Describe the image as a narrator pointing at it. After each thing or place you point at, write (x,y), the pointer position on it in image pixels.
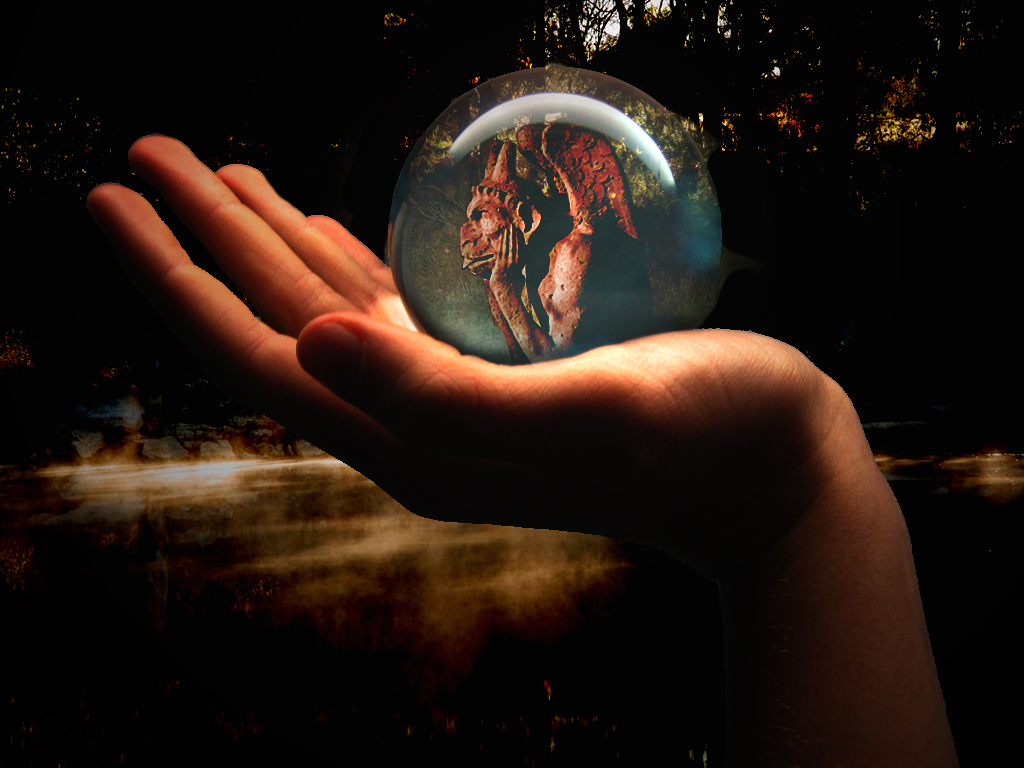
In this image we can see a person hand (671,472) with a round object (526,252). In the background (310,82) there are trees (27,354). In the object (498,236) we can see something.
